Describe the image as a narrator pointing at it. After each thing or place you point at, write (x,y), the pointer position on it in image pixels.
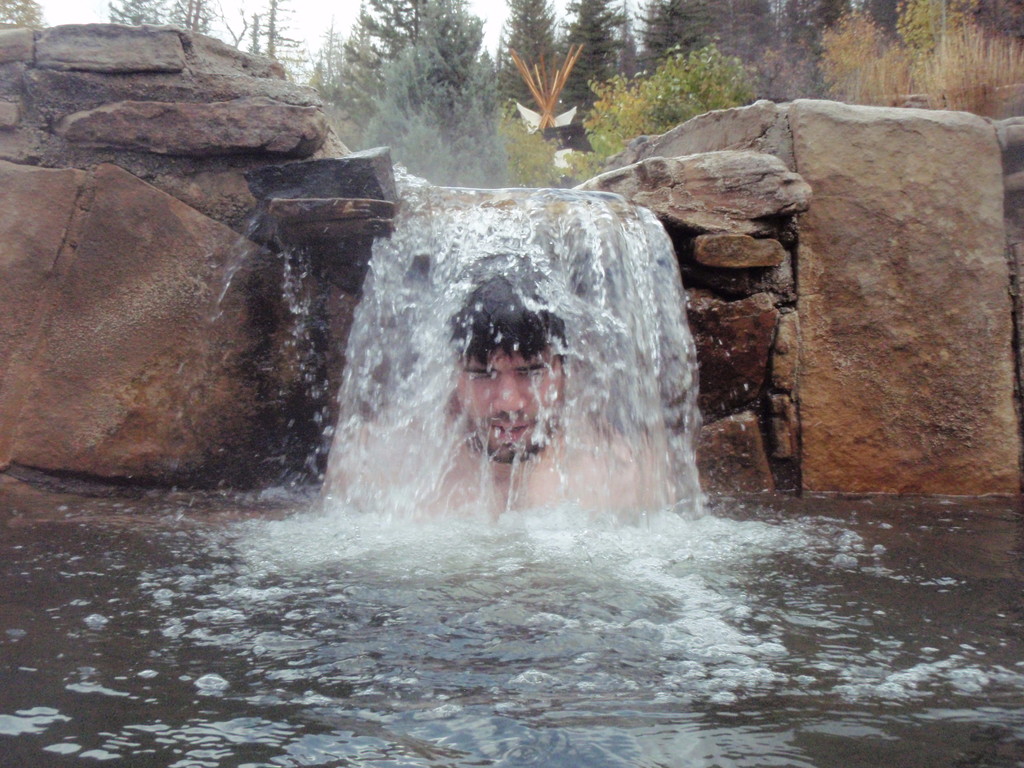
In the center of the image (488,283) we can see water (442,261) falling from the rocks (812,222). And we can see one person (499,423) is in the water (570,409). In the background (248,2), we can see the sky (248,2) and trees (728,104).
